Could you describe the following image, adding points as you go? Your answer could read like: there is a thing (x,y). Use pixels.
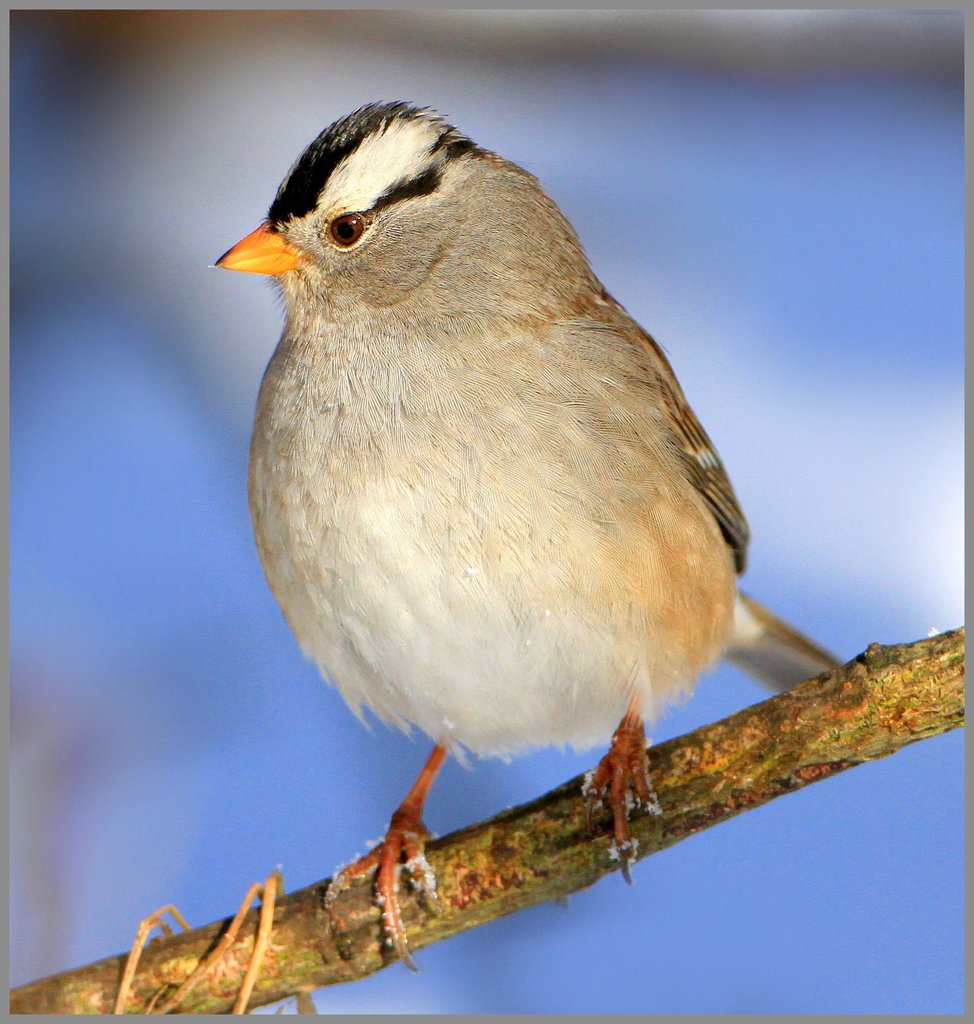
This is an edited picture. In this image there is a bird (619,714) standing on the tree branch (913,711). At the back (114,153) image is blurry.
